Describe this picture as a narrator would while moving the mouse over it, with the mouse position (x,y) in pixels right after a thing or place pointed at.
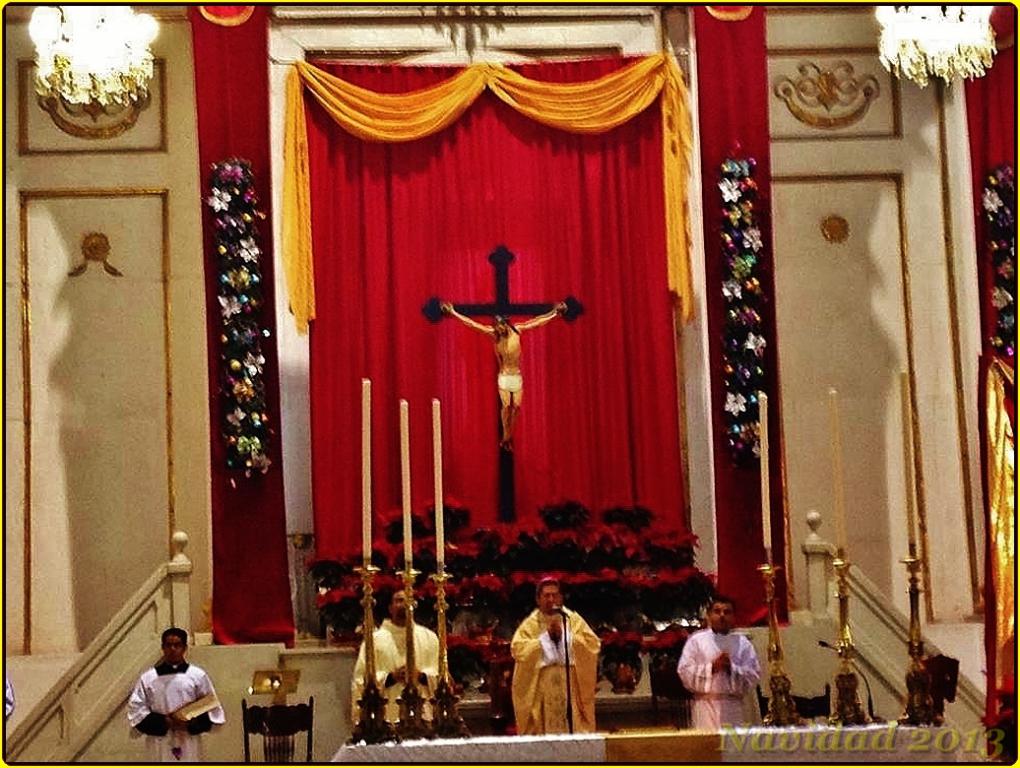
In the image we can see the internal structure of the church (237,692). We can see there are people (422,677) standing and wearing clothes (698,672). Here we can see microphone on the stand (567,656), we can even see candles (365,428) and metal objects (918,656). Here we can see cross symbol (480,309) and sculpture (517,368) of god. Here we can see two chandeliers (907,77) and the curtains (510,150).
